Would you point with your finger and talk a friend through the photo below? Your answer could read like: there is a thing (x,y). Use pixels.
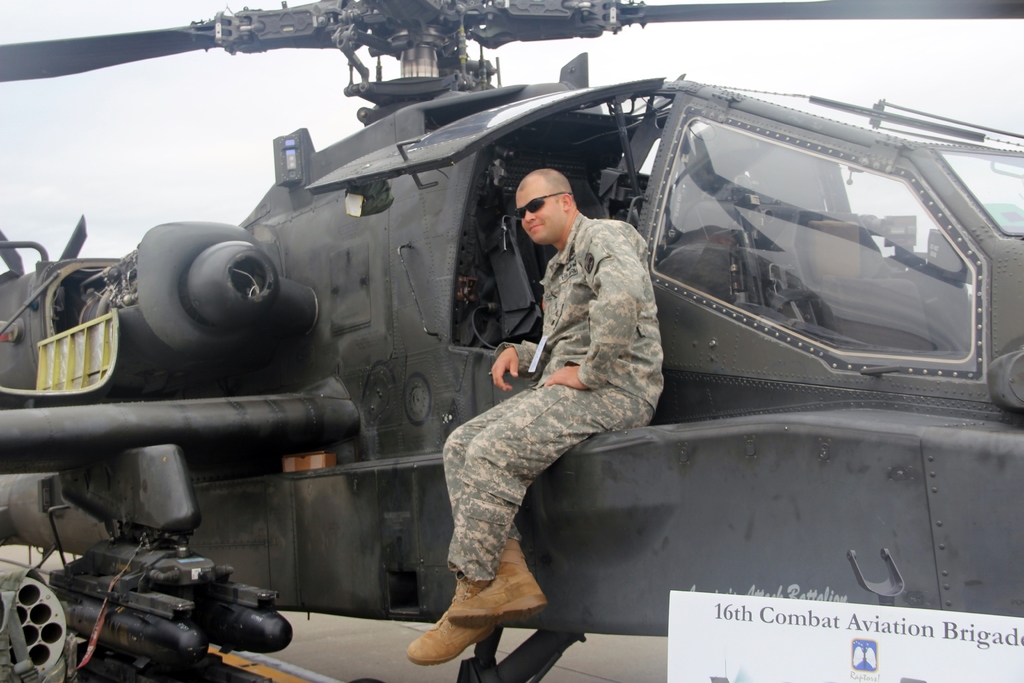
In this image we can see a black color helicopter (734,415). We can also see a man (567,307) wearing the military uniform (568,306) and also the glasses (536,203) and sitting and also smiling. In the bottom right corner (790,628) there is a board (789,634) with text (876,626) and also the logo (871,653). We can also see the sky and also the road (399,658).
